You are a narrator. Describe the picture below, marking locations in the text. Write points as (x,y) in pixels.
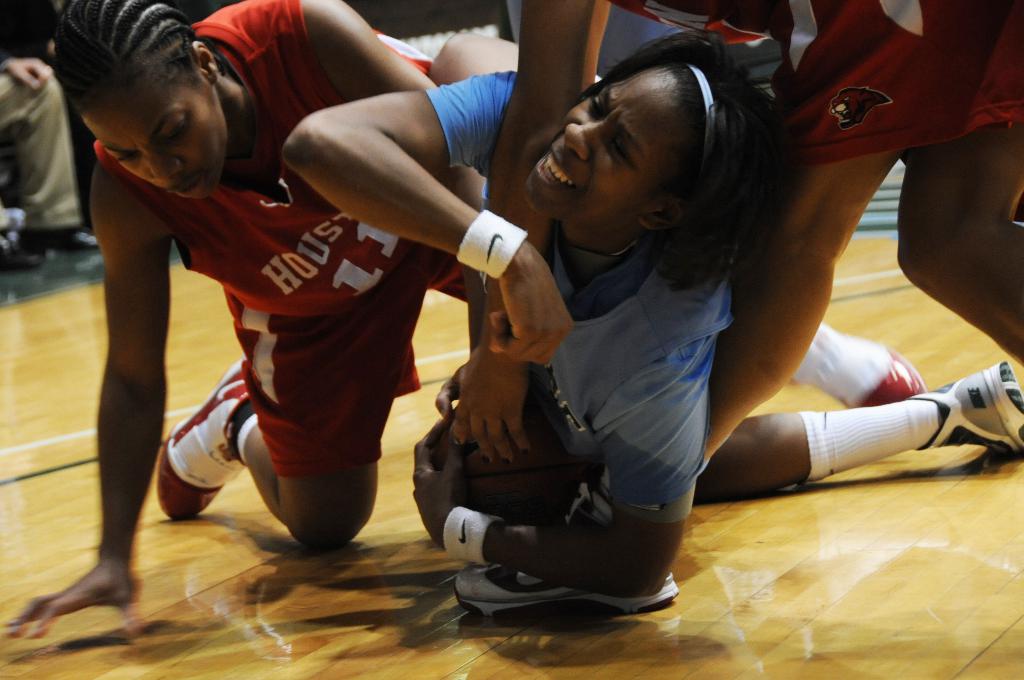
In this image I can see a woman (342,245) wearing red colored jersey (342,276) and another woman (573,353) wearing blue color jersey (609,355) are on the brown colored floor (777,598). In the background (37,126) I can see a person (7,126) sitting and few other persons (812,170).
